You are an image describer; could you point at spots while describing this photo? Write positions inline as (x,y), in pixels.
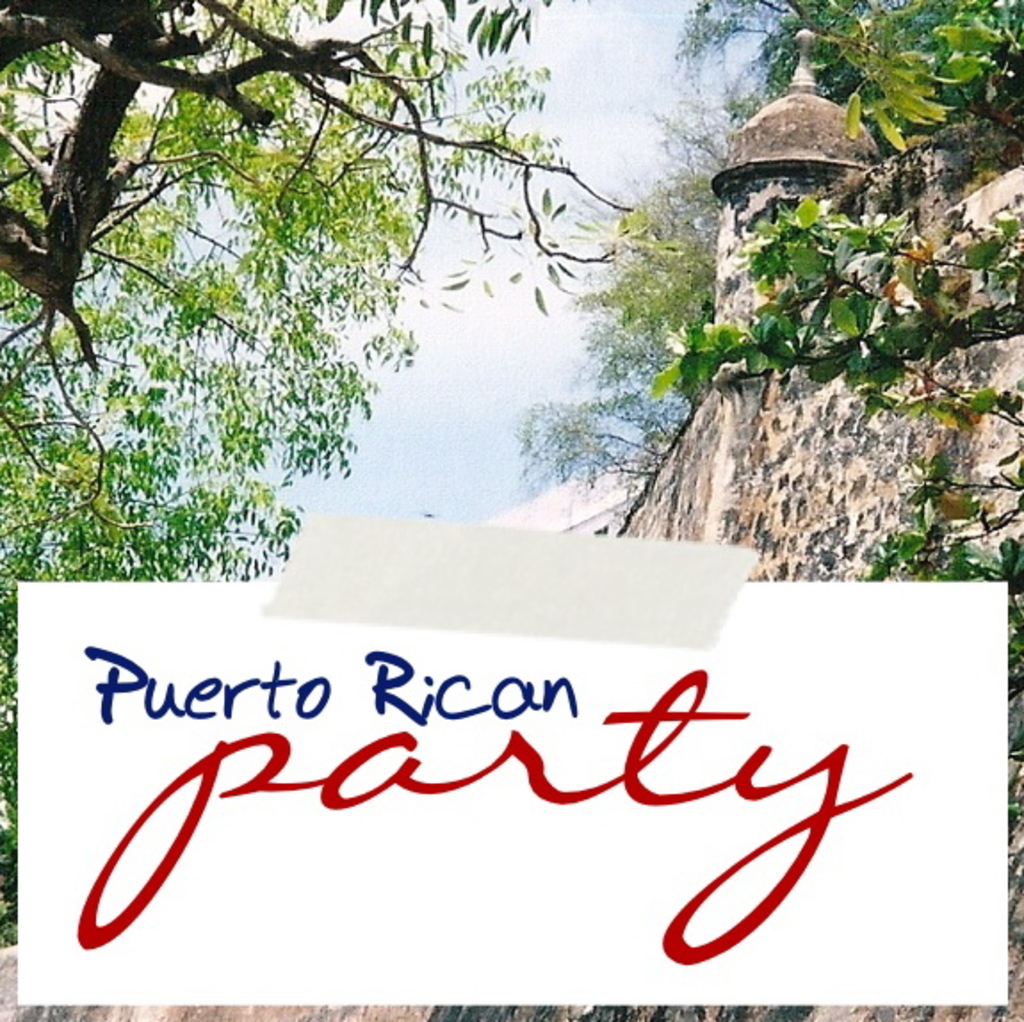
In this image we can see a card (164,623) with some text (492,773). In the background (797,435), we can see a building (741,453), group of trees (630,383) and the sky (450,122).
